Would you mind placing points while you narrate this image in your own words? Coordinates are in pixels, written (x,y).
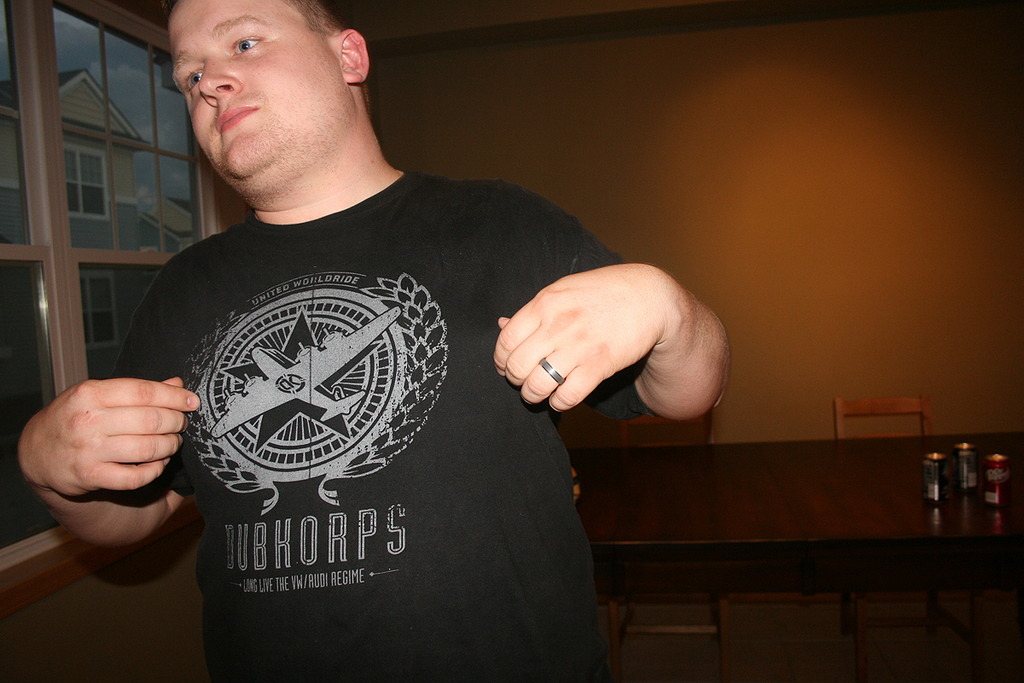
The picture is taken inside a room (524,484). A man (295,341) is standing wearing a black t-shirt (356,366). Beside him there is a window (75,201). Behind the man (495,243) there is a table (870,493) and chairs (886,409). On the table (804,497) there are three cans (936,471). In the background (878,204) there is a wall (621,172).
